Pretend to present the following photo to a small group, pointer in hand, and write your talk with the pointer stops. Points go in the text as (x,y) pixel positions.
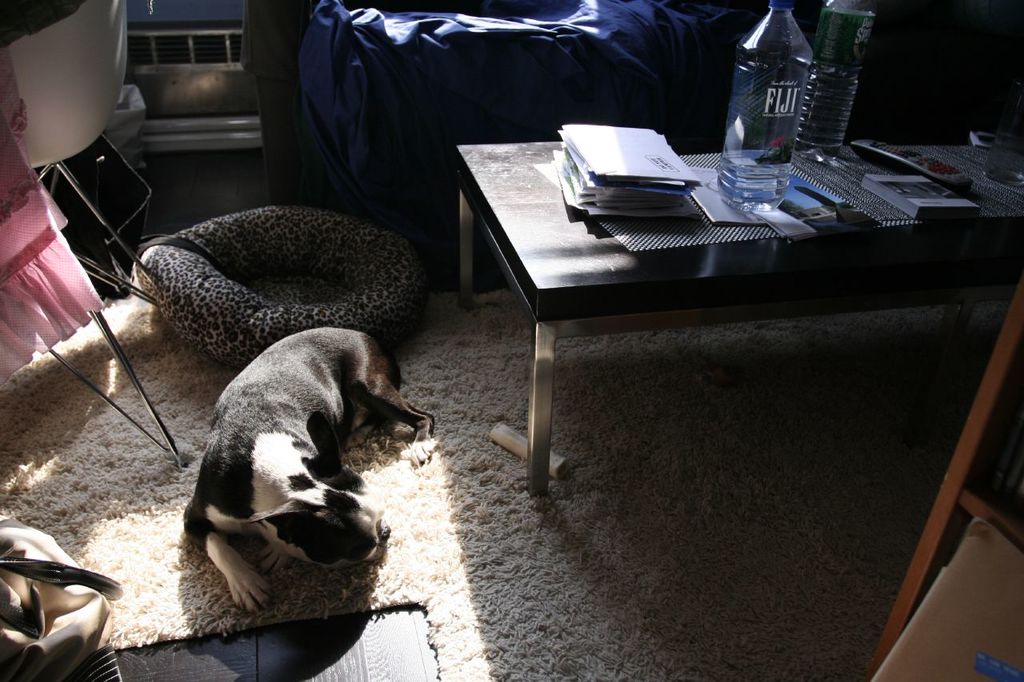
In the center of the image (559,279) there is a table (572,256) on which there is a paper (637,135), a bottle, book (912,180) and a remote (884,145). At the bottom of the image (613,507) there is carpet (582,595). At the left side of the image (246,592) there is a dog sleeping on carpet (398,499). At the background of the image (357,201) there is a sofa (413,54).
